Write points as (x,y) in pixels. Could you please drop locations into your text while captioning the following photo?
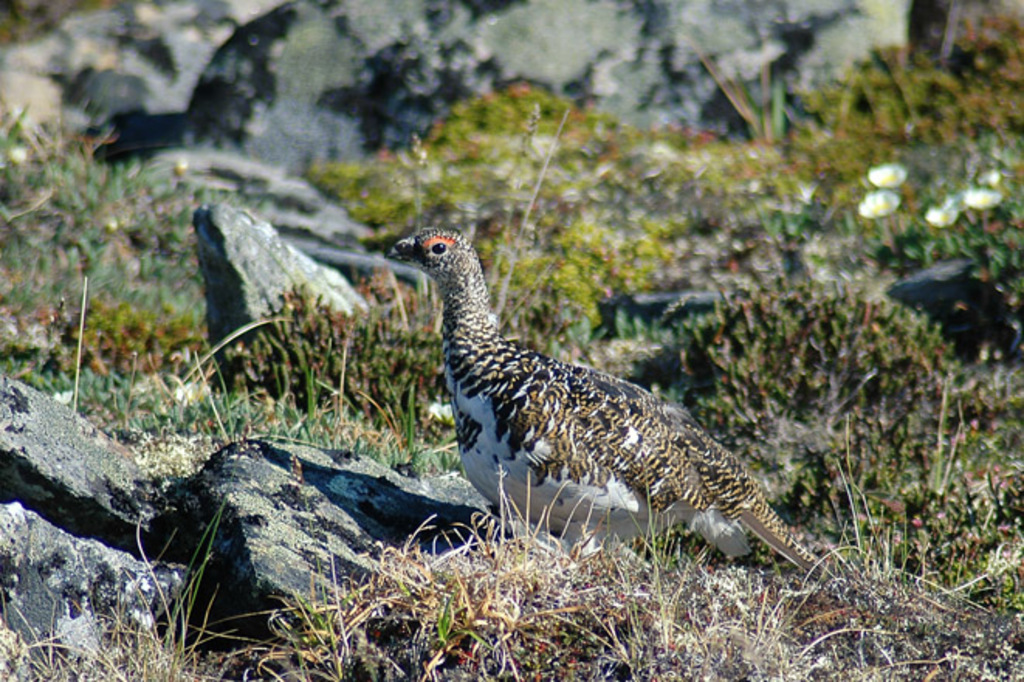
Here I can see a bird (550,378) on the ground (839,616). This is facing towards the left side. On the ground (372,605), I can see the grass (876,611), few plants (725,385) and rocks (214,462). On the right side (972,199) there are few flowers (884,180).
